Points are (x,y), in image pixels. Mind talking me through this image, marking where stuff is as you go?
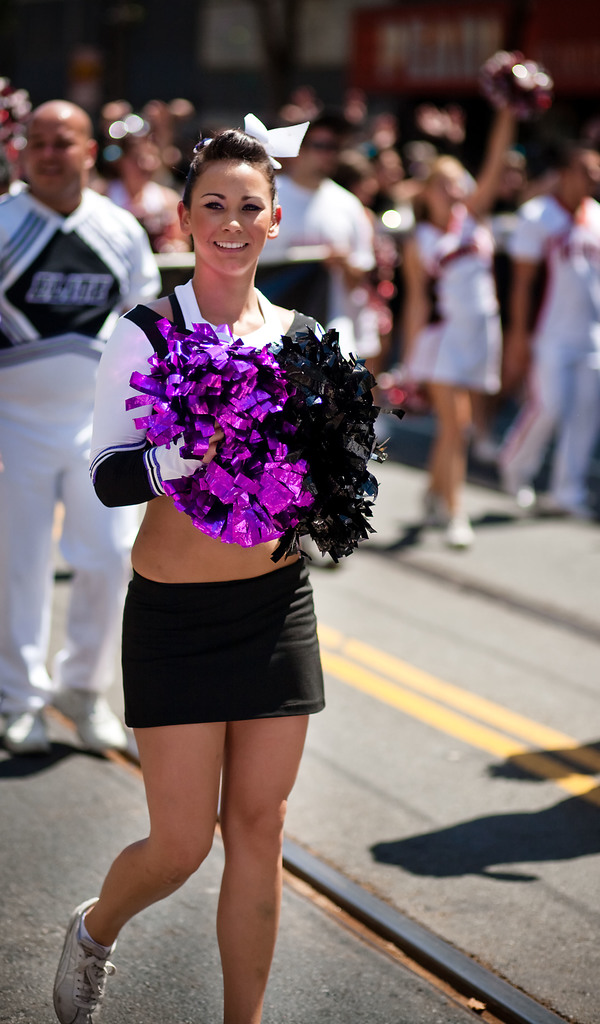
There is a woman (148,364) holding metallic pom-poms (278,463) in the foreground area of the image (296,352) and people (126,189) in the background (357,149).
